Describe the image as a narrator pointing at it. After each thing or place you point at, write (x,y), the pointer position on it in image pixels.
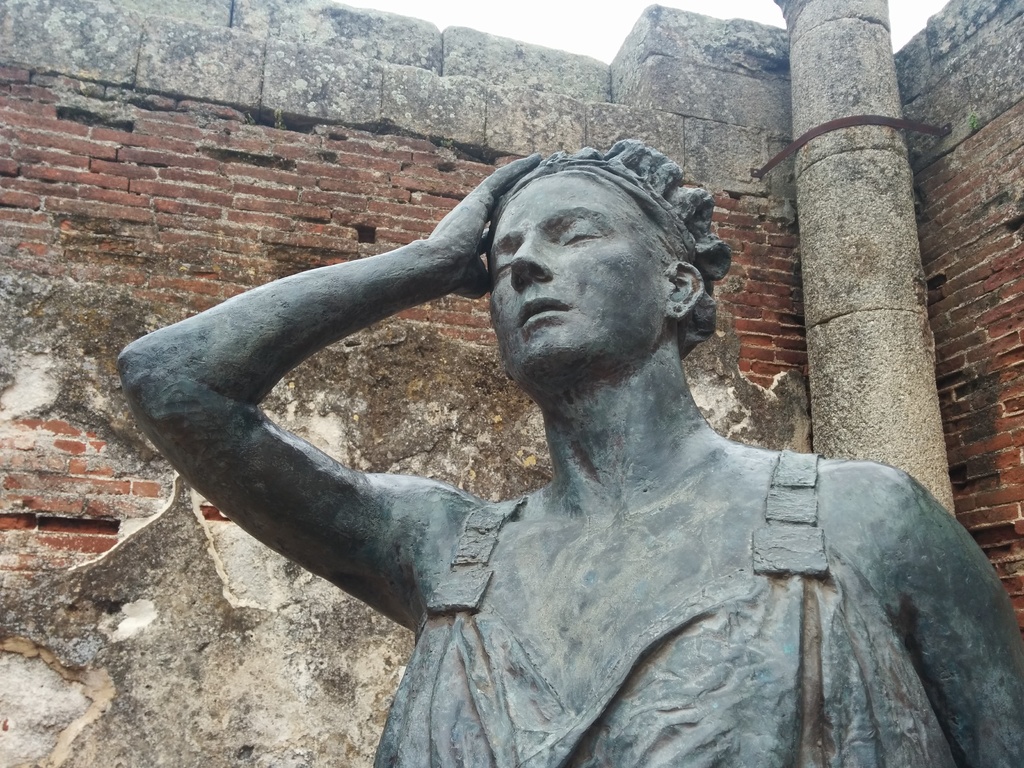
In this picture I can see there is a statue (577,634) and there is a brick wall (302,186) and a pillar (831,218) in the backdrop (817,80) and the sky (555,14) is clear.
